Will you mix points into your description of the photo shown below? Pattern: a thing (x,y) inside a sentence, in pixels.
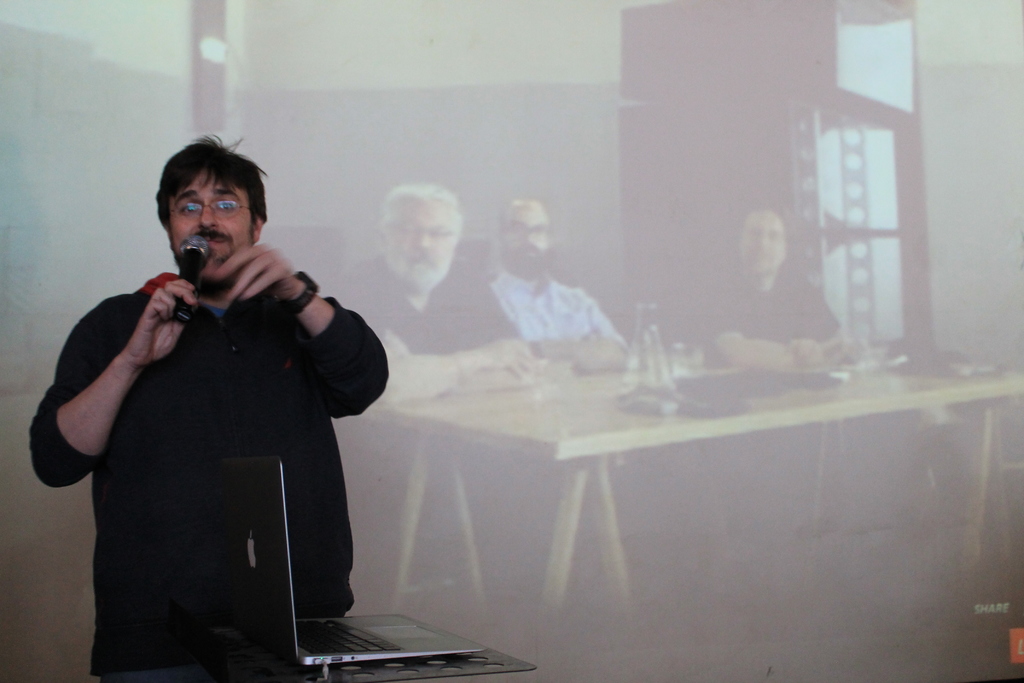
In this picture we can see a person (208,419) standing and holding a microphone (199,260) in front of the person (217,239) there is a table (447,659) on the table (430,674) laptop (315,619) is placed background of the image (605,147) we can see a display (588,157) on it we can see some people (443,320) and table (411,518) in front of them.
